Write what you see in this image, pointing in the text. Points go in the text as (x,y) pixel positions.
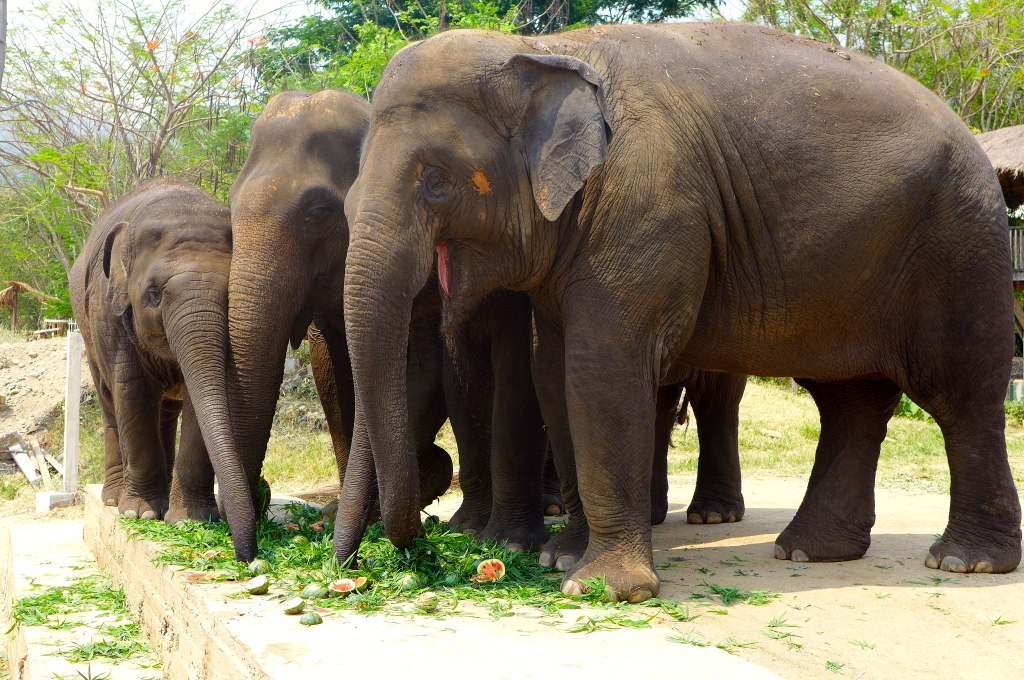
This image is taken outdoors. At the bottom of the image (296,594) there is a ground (784,581) with grass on it and there is a floor (256,655) with grass (105,655) and fruits (411,569). In the background (32,152) there are many trees (140,136) and plants (46,310). On the right side of the image (1021,140) there is a hut (1009,136). In the middle of the image (622,325) there are two elephants (456,195) and a calf (225,317) with big ears (577,166) and trunks (391,442).
